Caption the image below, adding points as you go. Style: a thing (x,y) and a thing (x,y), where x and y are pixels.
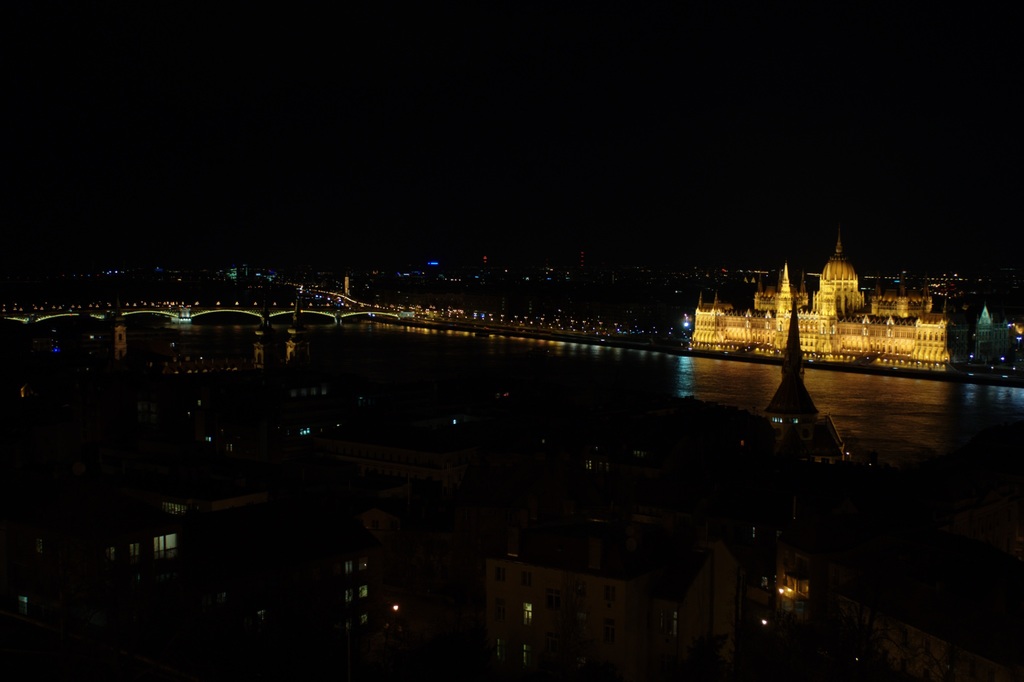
In this image we can see buildings (804,399), palace (846,282), bridge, river (594,379), electric lights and sky (371,165).
